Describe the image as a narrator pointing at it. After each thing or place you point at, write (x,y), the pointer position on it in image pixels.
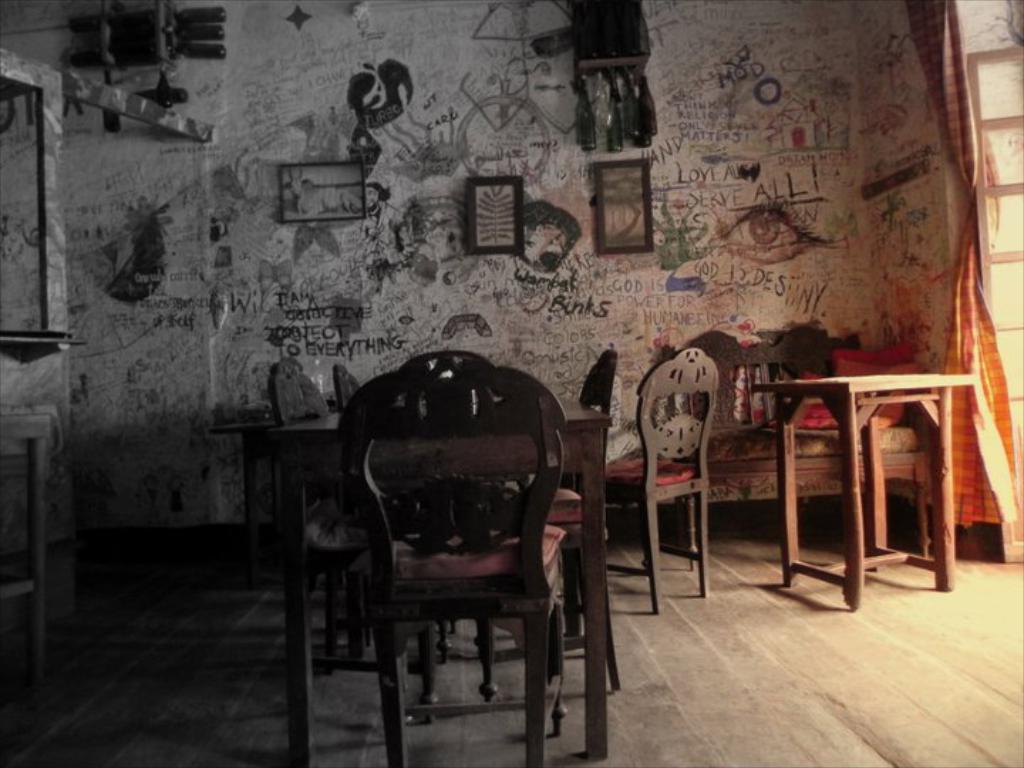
In this image there are chairs (707,591) and tables (821,571) on the floor (835,650). Right side (1000,311) there is a door (1023,253). Behind there is a curtain (965,110). Background (463,216) there is a wall (724,268) having picture frames (628,227) attached to it. There are bottles (592,124) hanging from an object (614,62). There is some text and pictures (664,211) painted on the wall (392,245).
